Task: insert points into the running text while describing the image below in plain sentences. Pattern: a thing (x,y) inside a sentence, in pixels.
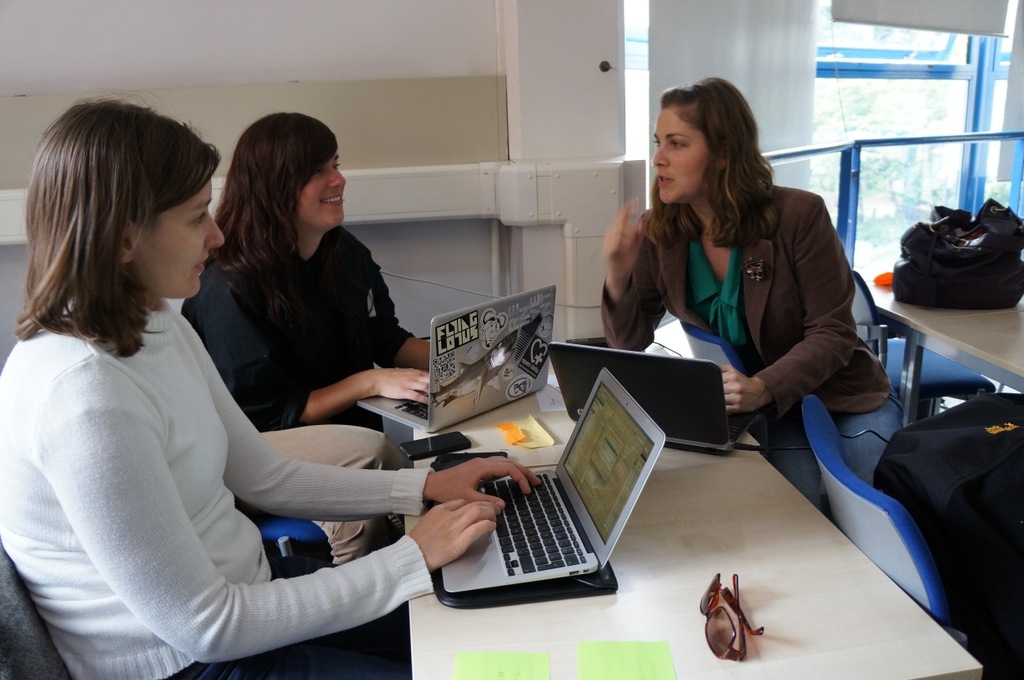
In the picture I can see three women (154,387) are sitting on chairs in front of a table (639,596). On the table (783,610) I can see laptops (562,477), glasses (748,628) and some other objects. In the background (365,132) I can see white color wall (623,139), bags (935,248) on a table (1018,355) and on a chair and some other objects (968,375).
